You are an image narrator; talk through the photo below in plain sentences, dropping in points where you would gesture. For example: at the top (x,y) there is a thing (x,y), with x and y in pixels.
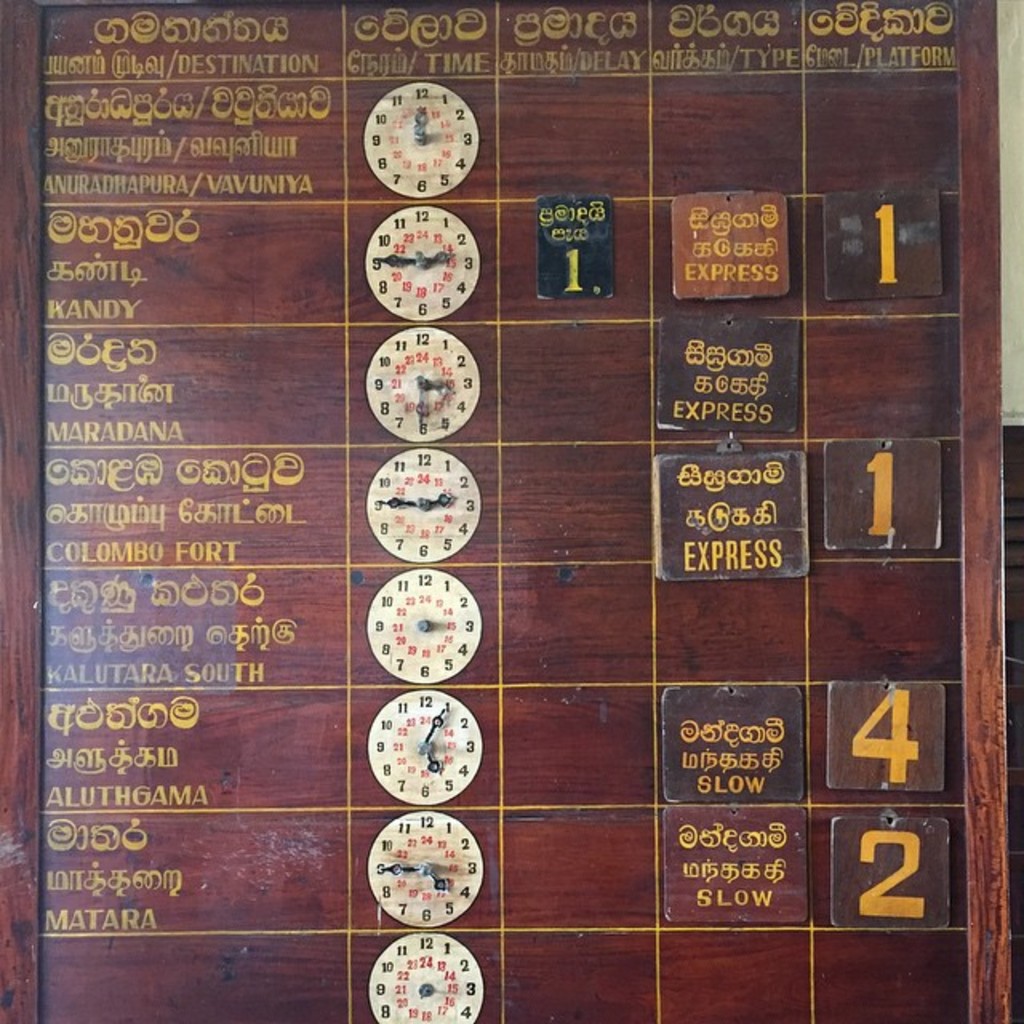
This image is taken indoors. On the right side of the image (1012,220) there is a wall (1023,398). In the middle of the image (421,449) there is a board (568,831) with a text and a few clocks (427,520) on it.
